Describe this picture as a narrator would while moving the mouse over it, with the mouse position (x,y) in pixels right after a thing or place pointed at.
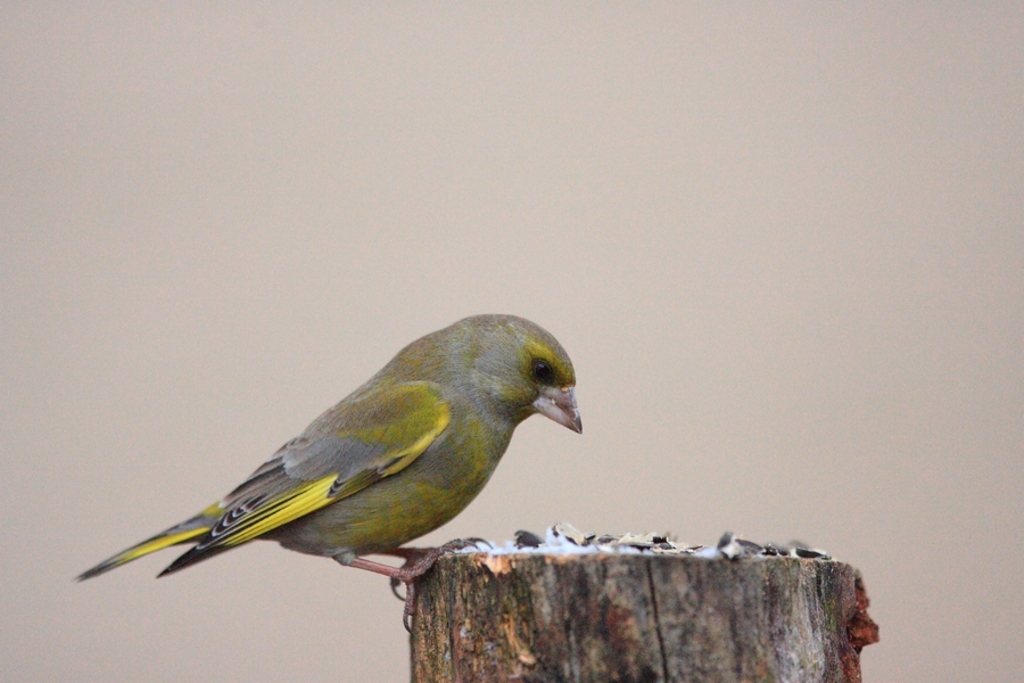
We can see a bird (363,533) on the wooden surface (601,621). In the background (449,116) it is cream color.
